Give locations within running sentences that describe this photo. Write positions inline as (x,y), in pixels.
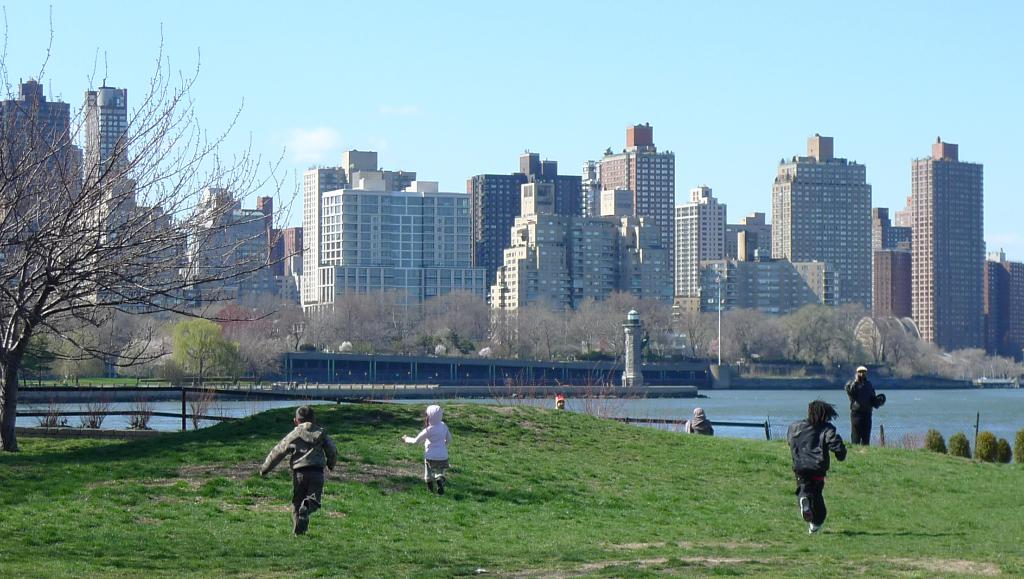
This picture is taken outside. At the bottom (518,486) there is grass (520,467). On the grass (568,487), there are kids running towards the north. Towards the left (50,267), there is a tree (134,272). Beside the grass (692,473), there is water (946,409). On the top (345,177), there are building (882,312), trees (576,351) etc. In the background (482,30), there is a sky (475,71) with clouds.
